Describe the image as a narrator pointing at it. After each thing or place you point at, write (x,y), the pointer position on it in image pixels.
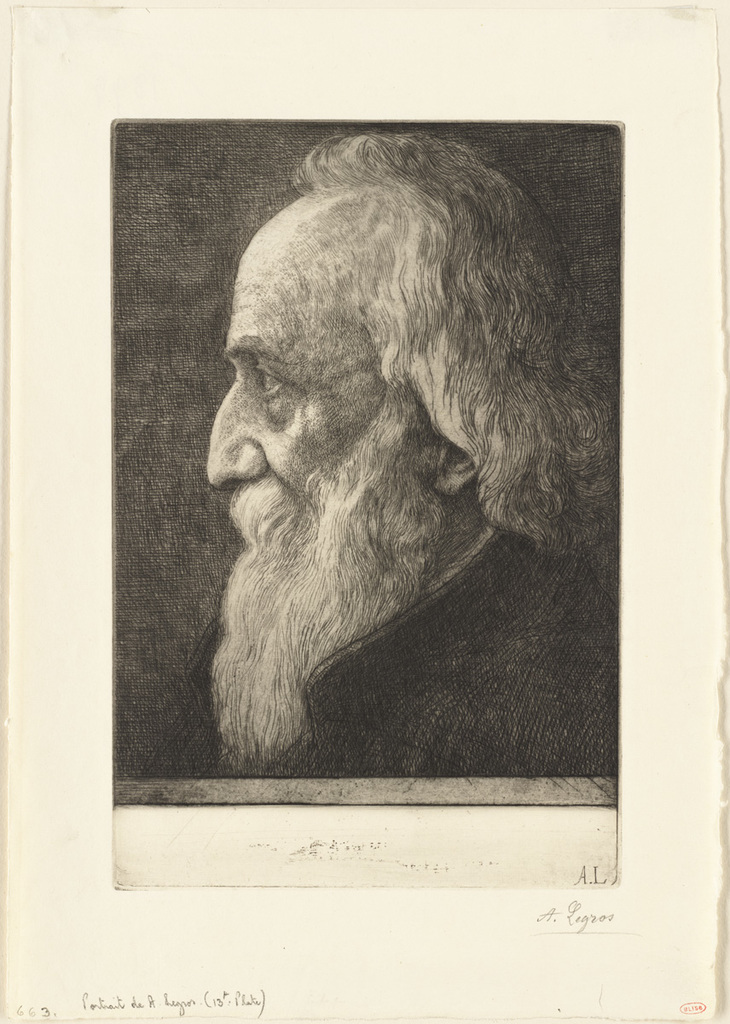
In the picture we can see a print (204,539) on paper (39,524) which has the picture (350,475) of a person (379,396).
